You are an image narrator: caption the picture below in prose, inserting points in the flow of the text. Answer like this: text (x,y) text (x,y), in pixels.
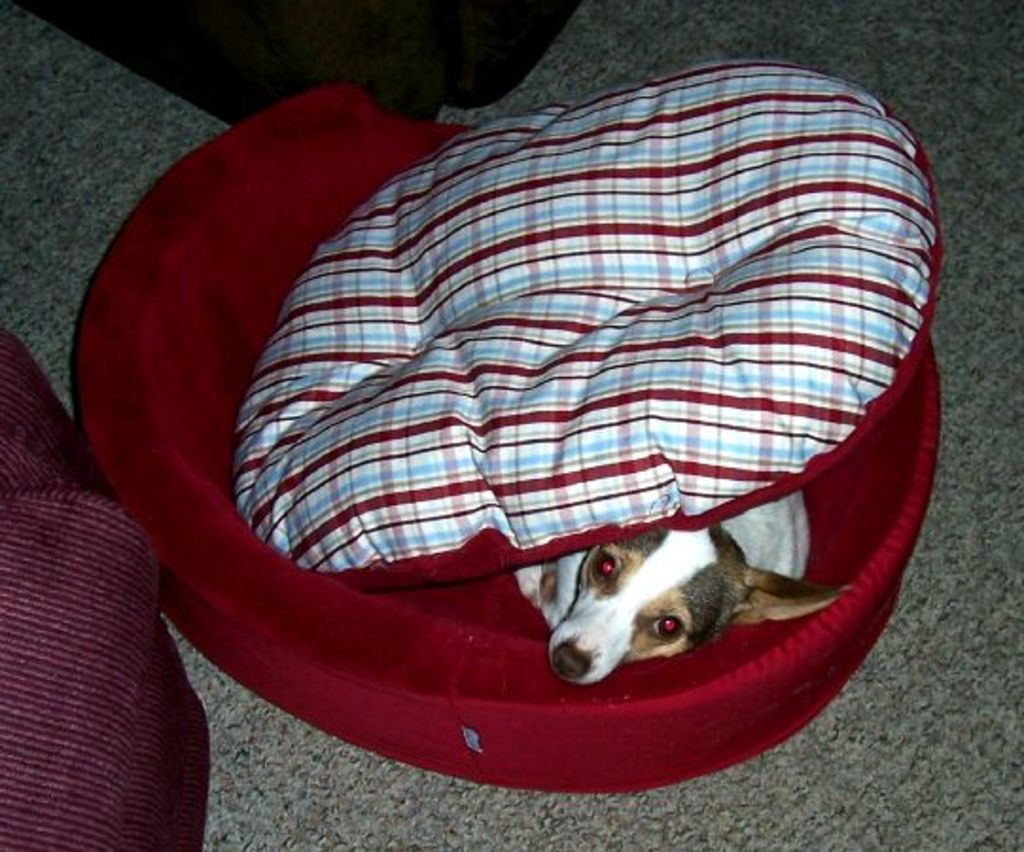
In this image I can see a dog (571,594) lying on a small bed (514,599) with a pillow (633,315) on him on the floor (953,582).
